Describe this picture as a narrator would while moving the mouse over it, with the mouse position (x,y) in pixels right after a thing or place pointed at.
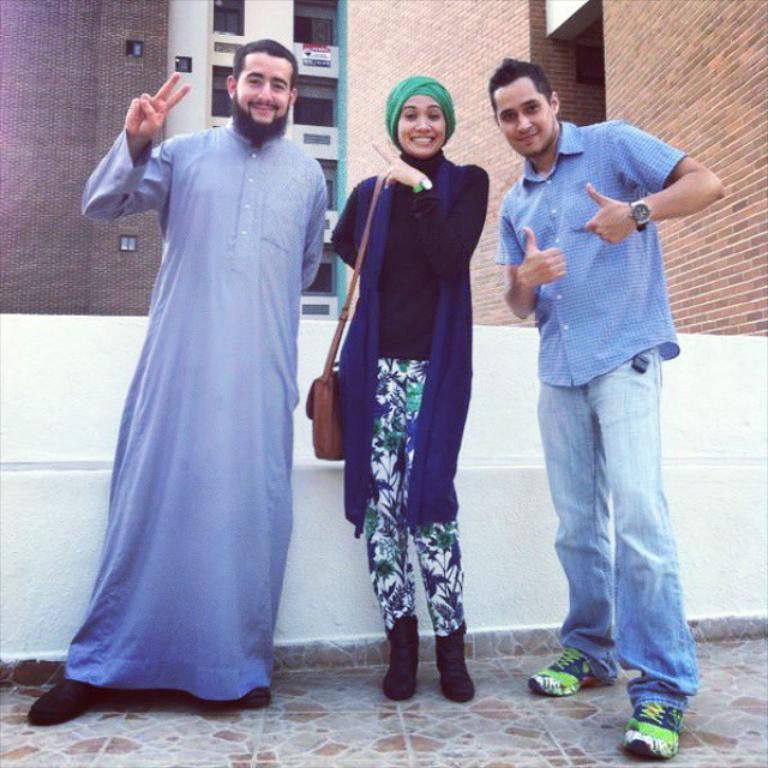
This image is taken outdoors. At the bottom of the image (357,707) there is a floor (357,733). In the background (338,65) there are a few buildings (419,63) with walls (386,70), windows (316,28) and balconies (317,122). In the middle of the image (349,334) two men (591,196) and a woman (433,448) are standing on the floor (273,715) and they are with smiling faces (430,110).
